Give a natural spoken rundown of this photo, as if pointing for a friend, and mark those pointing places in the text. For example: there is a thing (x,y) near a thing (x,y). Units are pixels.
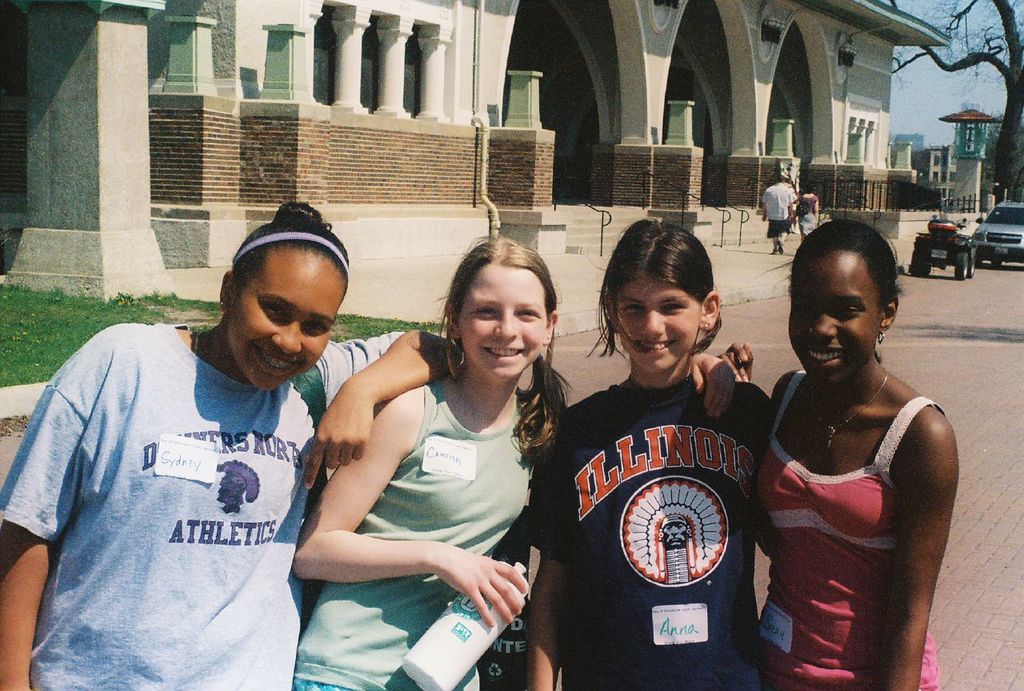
Here I can see four girls (389,483) wearing t-shirts (229,405), smiling and giving pose for the picture. One girl (471,570) is holding a bottle (471,610) in the hand (460,582). At the back of these people (770,531) there is a road (981,411) and I can see few vehicle (1013,228) on the road (959,325). In the background (722,176) there is a building (221,92) and I can see two persons (794,207) are walking in front of the building (780,161). On the right side (1006,79) there is a tree (1006,139). At the top (942,75) I can see the sky (932,96).
